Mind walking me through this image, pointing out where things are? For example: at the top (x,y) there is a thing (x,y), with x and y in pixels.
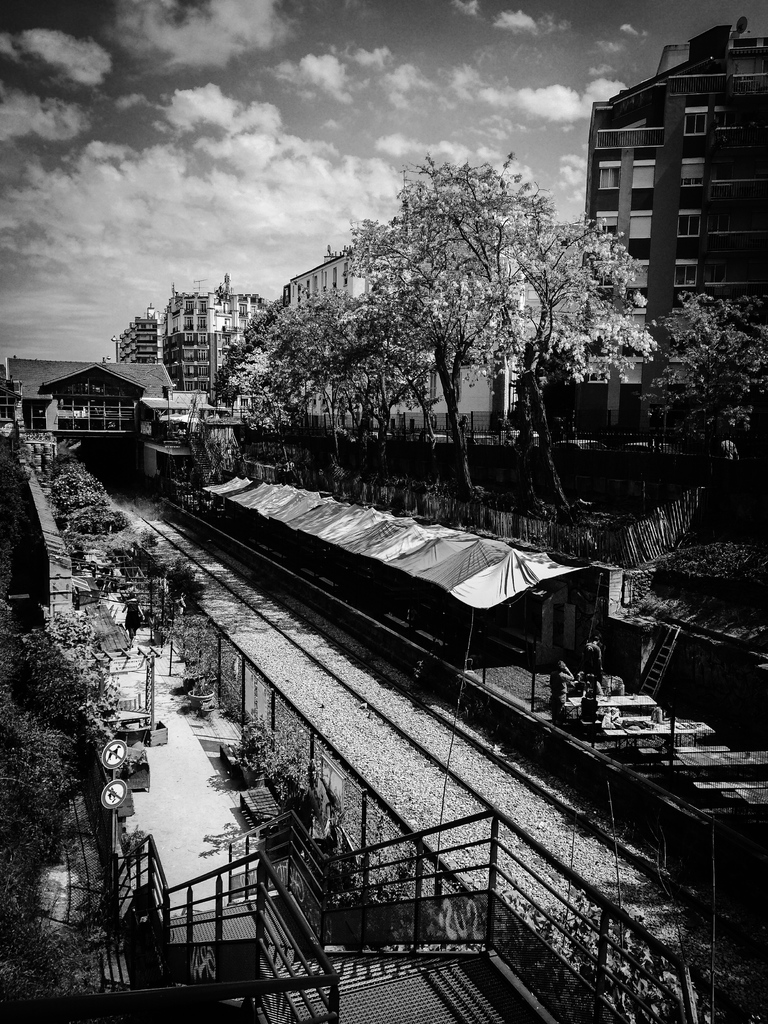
This image is a black and white image. This image is taken outdoors. At the top of the image (168,198) there is a sky (206,167) with clouds (256,121). At the bottom of the image (402,966) there is a staircase (402,972) with railings (329,921). On the left side of the image (112,893) there are a few trees (13,976), sign boards (110,753) and poles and there is a platform (189,822). A woman (135,621) is walking on the platform (140,634). On the right side of the image (583,369) there are a few buildings (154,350) and trees (265,392) and there is a platform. There are a few tables (603,702) and there is a ladder (654,670). In the middle of the image (333,662) there are two railway tracks (387,787).
